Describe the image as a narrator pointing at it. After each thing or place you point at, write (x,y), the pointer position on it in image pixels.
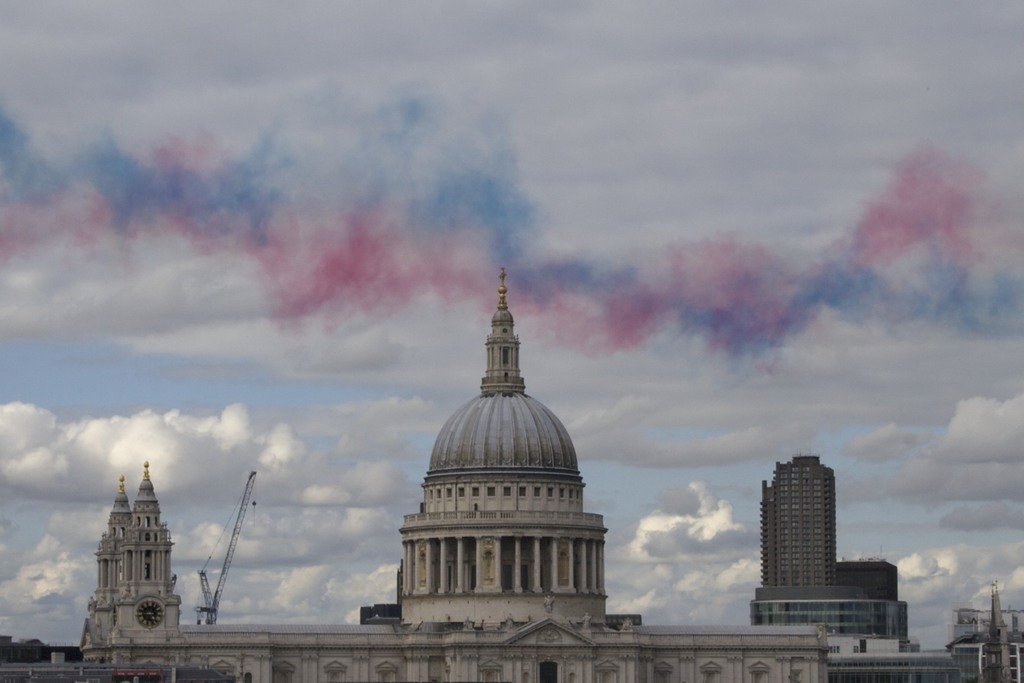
This picture shows few buildings (369,679) and we see a clock (156,622) on the tower (177,611) of the building (135,545) and we see a crane (242,511) and a blue cloudy Sky (679,332).
